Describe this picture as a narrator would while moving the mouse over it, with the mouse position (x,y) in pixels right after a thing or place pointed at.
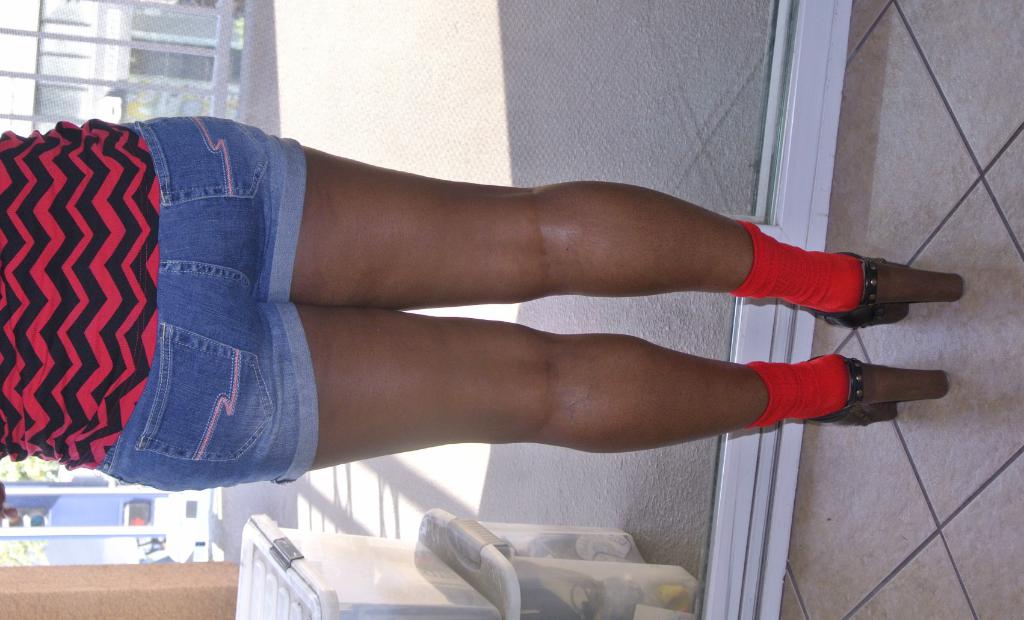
In the image there is a woman (571,406) standing in front of glass wall (420,26), she wore jean shorts (229,246) and t-shirt (98,372), have red socks (838,385) and high heel footwear (908,300), this is an inverted image and in the background (149,33) it seems to be a building (145,31).
